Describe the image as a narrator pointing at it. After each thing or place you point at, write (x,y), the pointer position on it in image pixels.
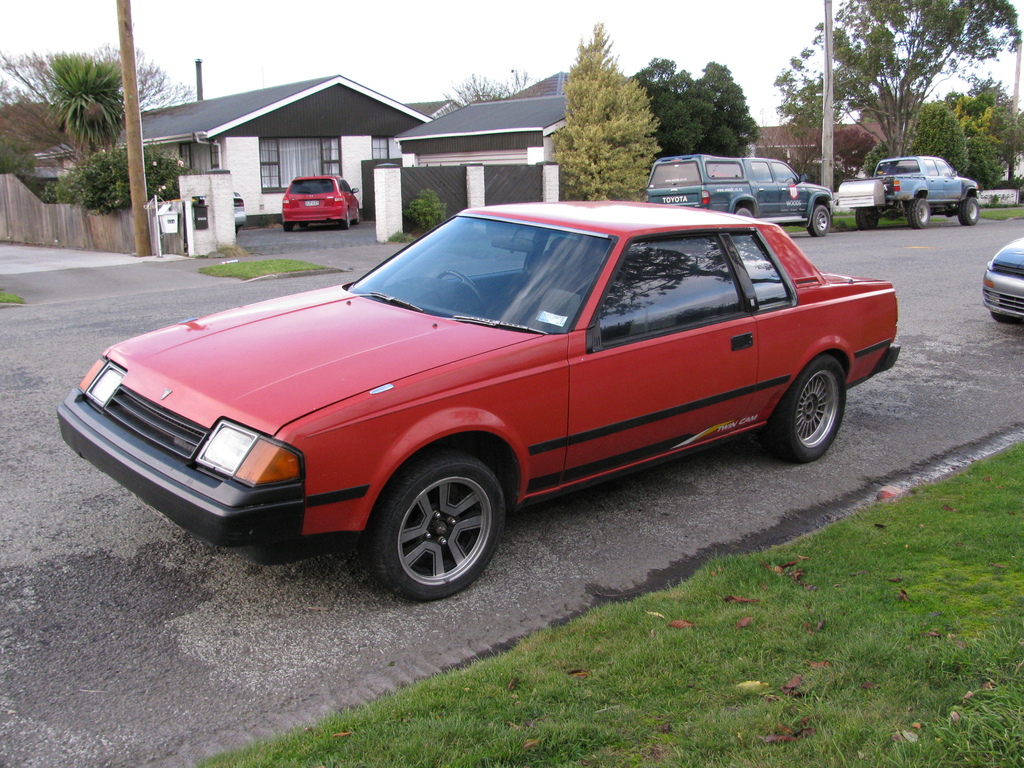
In the picture I can see vehicles (563,315) on the road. In the background (537,164) I can houses (537,160), poles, fence (524,172), trees (583,157), the grass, plants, the sky (363,35) and some other objects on the ground (236,564).
